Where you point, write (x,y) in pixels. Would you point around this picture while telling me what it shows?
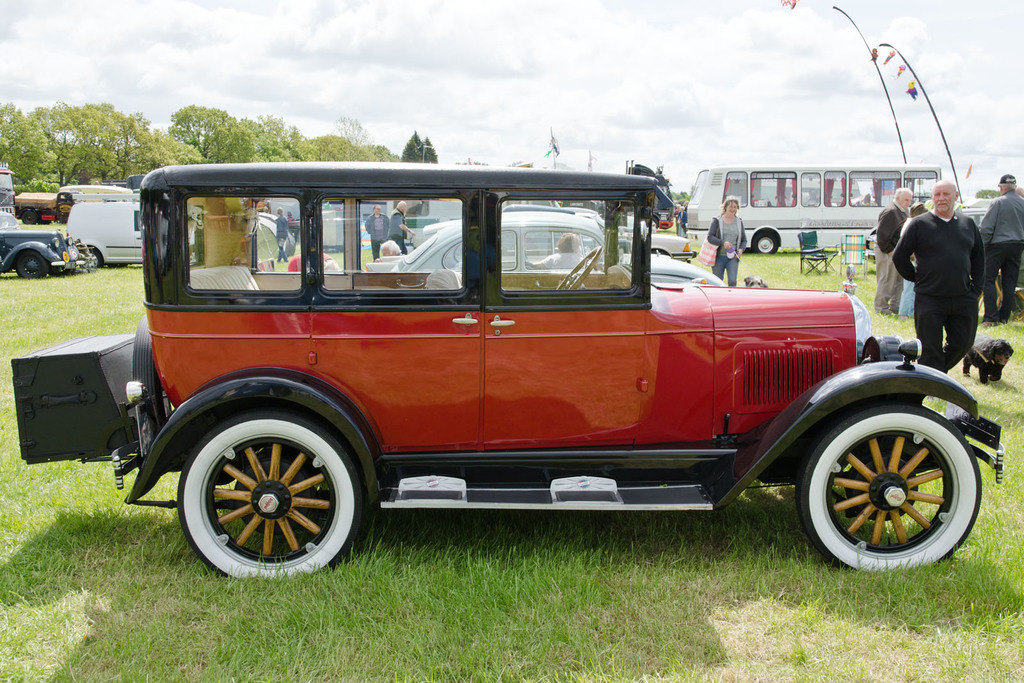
In this image I can see a car (580,355) which is red, black and white in color is on the ground (580,573). I can see some grass (536,591) on the ground (548,576), an animal (990,374) which is black in color, few persons (900,243) standing, few other vehicles (44,257), few trees (247,146) which are green in color and the sky (197,47) in the background (278,57).
